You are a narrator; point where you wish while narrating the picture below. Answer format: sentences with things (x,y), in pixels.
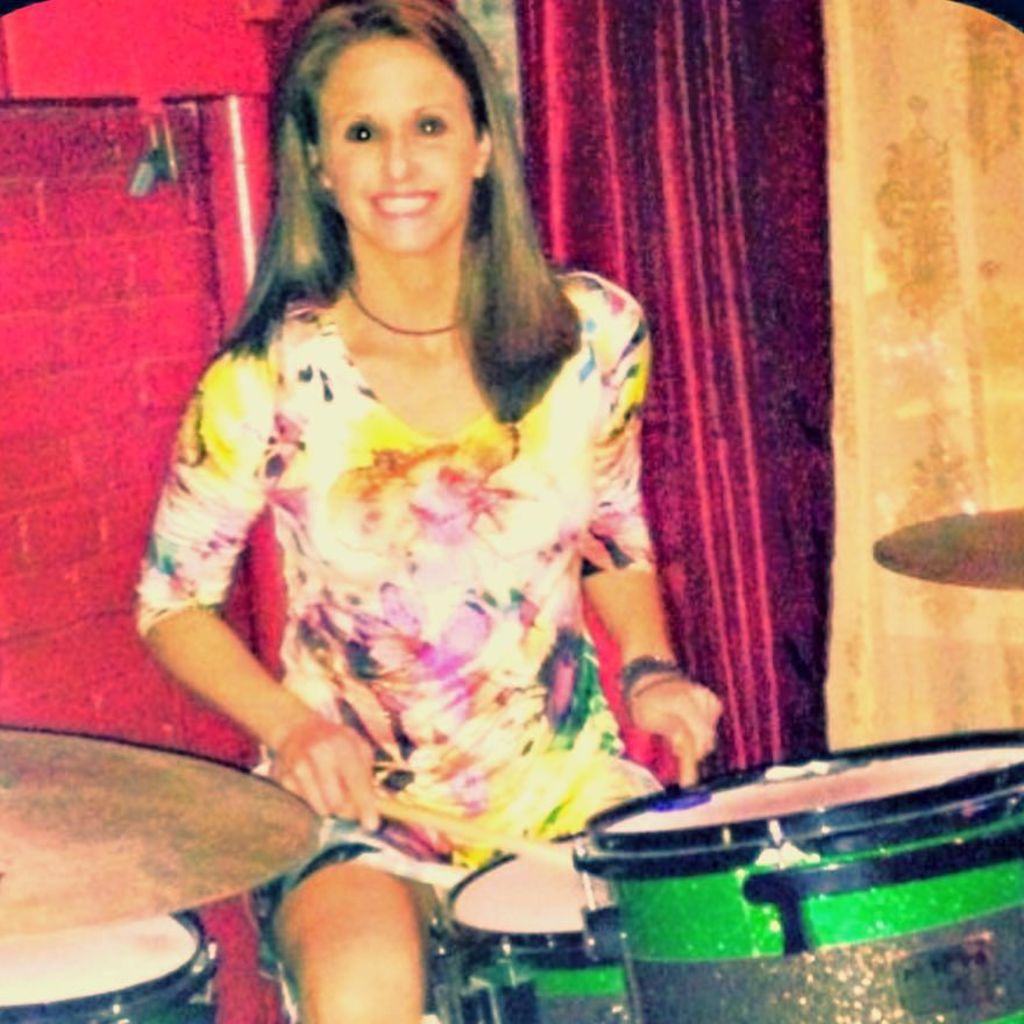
In the middle (600,604) there is a woman (454,591), she wear a colorful dress (447,615) she is smiling, her hair (489,265) is long, she is playing drums (553,927). In the background (589,138) there is a wall (192,187) and curtain (714,317).
